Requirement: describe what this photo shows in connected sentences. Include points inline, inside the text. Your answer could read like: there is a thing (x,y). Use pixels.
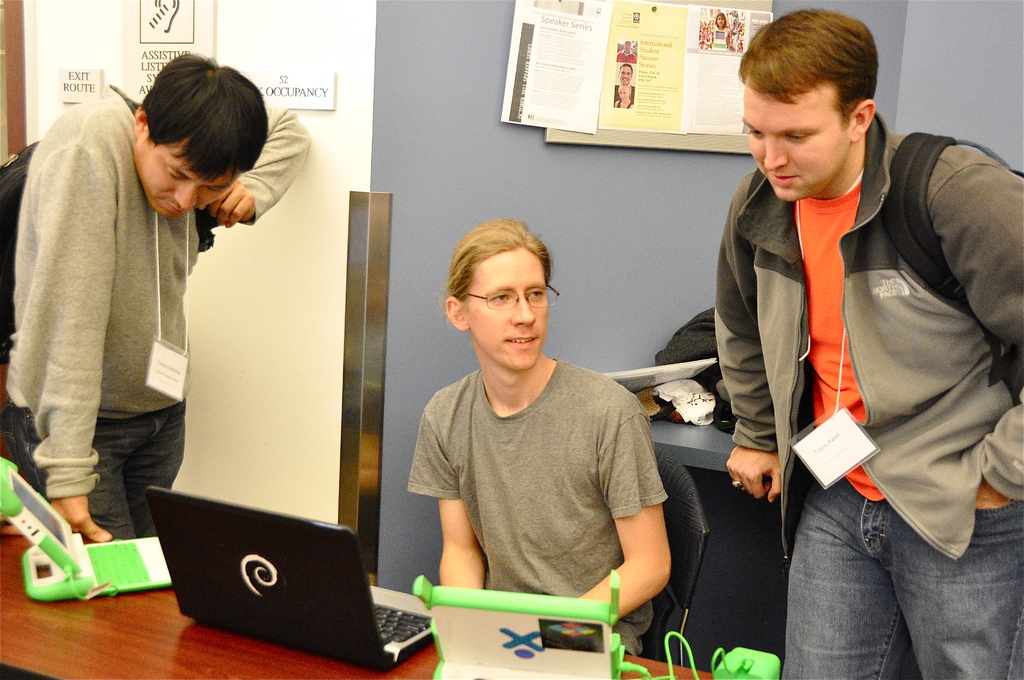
In this image i can see two men (115,291) standing and a man (596,446) sitting there is a laptop (336,584) in front of a man (579,446) on the table (263,646) at the back ground (535,171) i can see a board (590,76) and a wall (429,72).
